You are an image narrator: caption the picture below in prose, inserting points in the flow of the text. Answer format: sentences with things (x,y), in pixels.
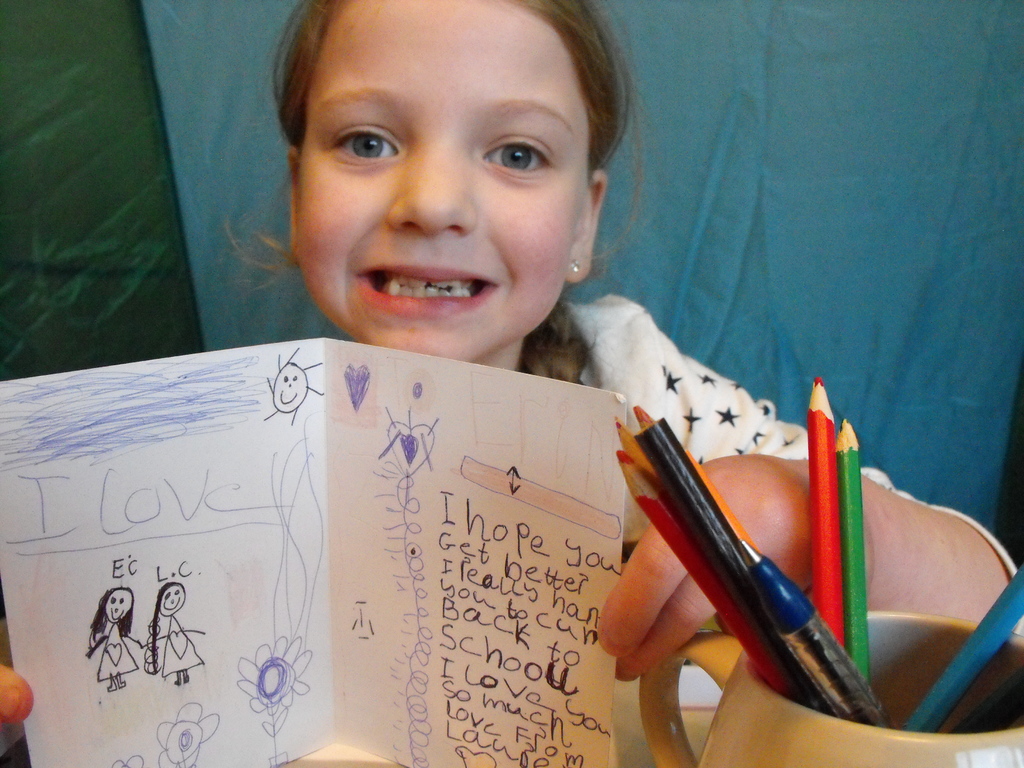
In this image there is a girl (439,194) holding a paper (477,515), there is text (471,528) on the paper (305,585), there is drawing (166,595) on the paper (380,507), there is a cup (731,712) towards the bottom of the image (804,738), there are objects (664,464) in the cup (881,652), at the background of the image (833,257) there is a cloth (107,264).
